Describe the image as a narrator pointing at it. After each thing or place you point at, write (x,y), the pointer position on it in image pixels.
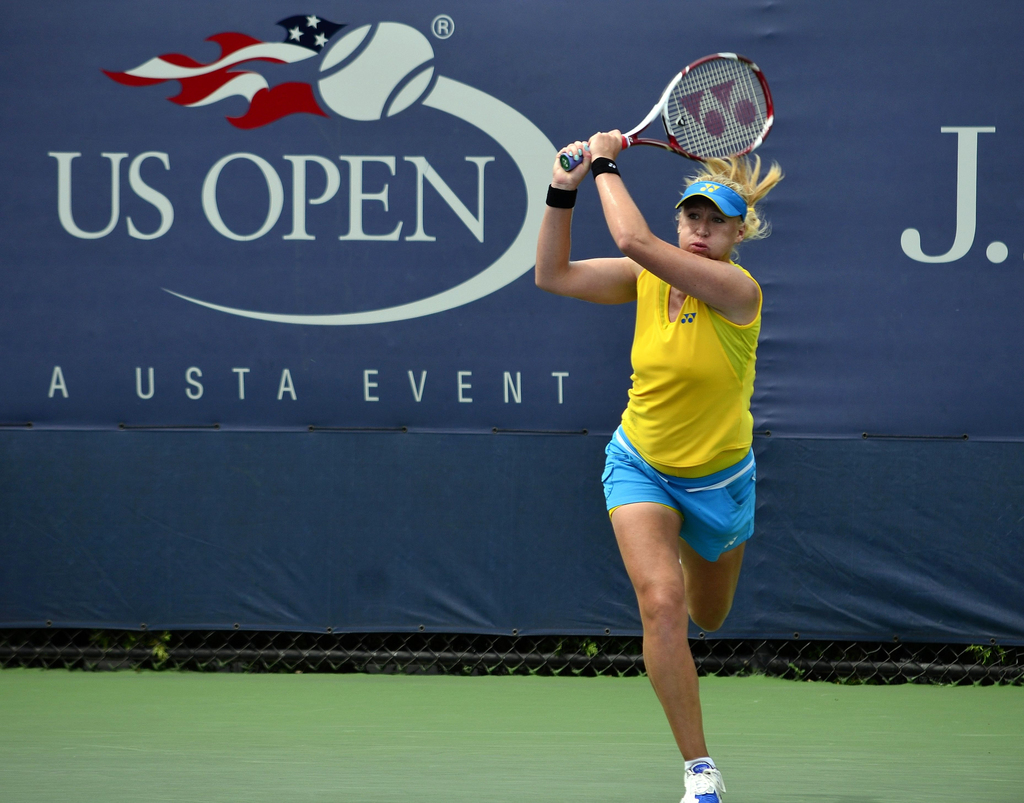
In the picture there is a player (659,307), she is holding a bat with her two hands (610,135) and behind her there is a banner (358,364) with some name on that.
